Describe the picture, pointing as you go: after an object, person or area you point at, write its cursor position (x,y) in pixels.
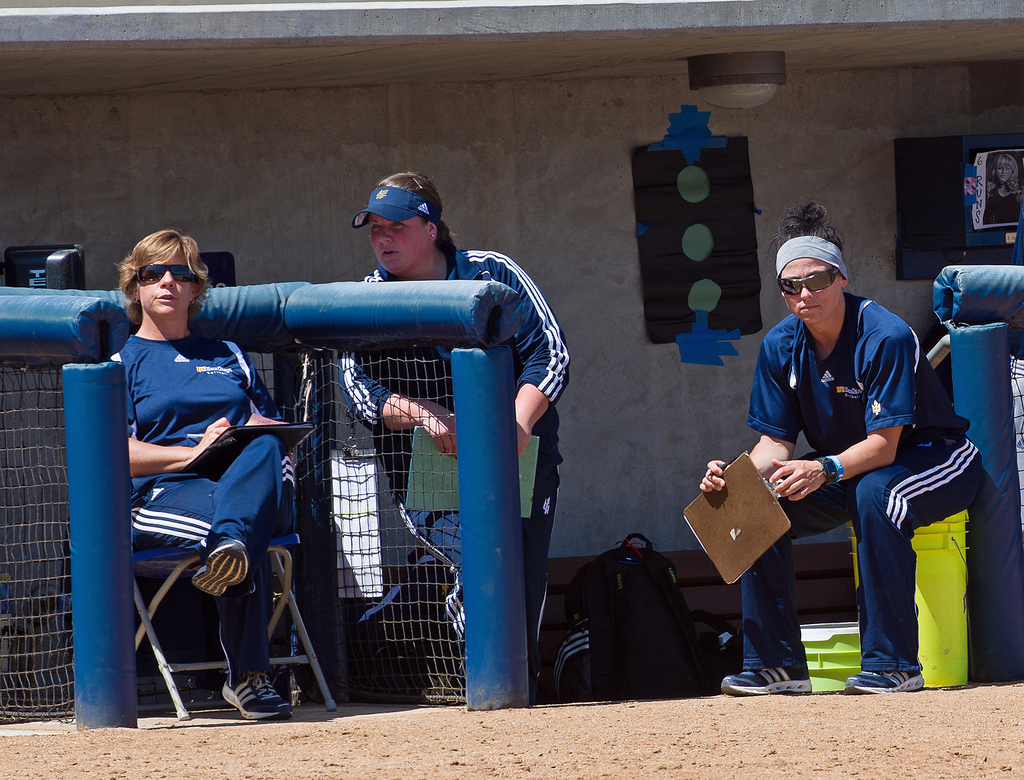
On the left side (235,526) a woman (225,513) is sitting on the chair (170,574). She wore blue color dress (217,378) and few other people (369,280) are there.
